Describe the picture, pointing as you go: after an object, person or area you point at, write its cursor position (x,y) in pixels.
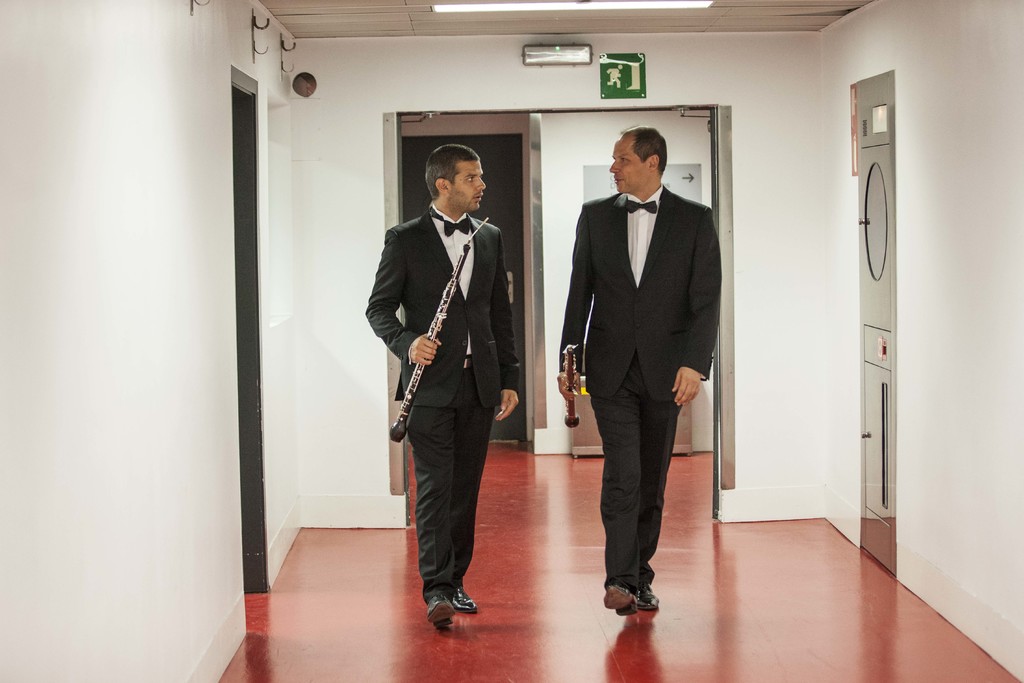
This picture is clicked inside. In the center (666,300) there are two persons (481,233) holding some objects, wearing suits (600,320) and walking on the ground (648,648). In the background (757,149) we can see the wall (742,158), doors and boards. At the top (702,17) there is a roof (731,9) and the ceiling light (584,5).
